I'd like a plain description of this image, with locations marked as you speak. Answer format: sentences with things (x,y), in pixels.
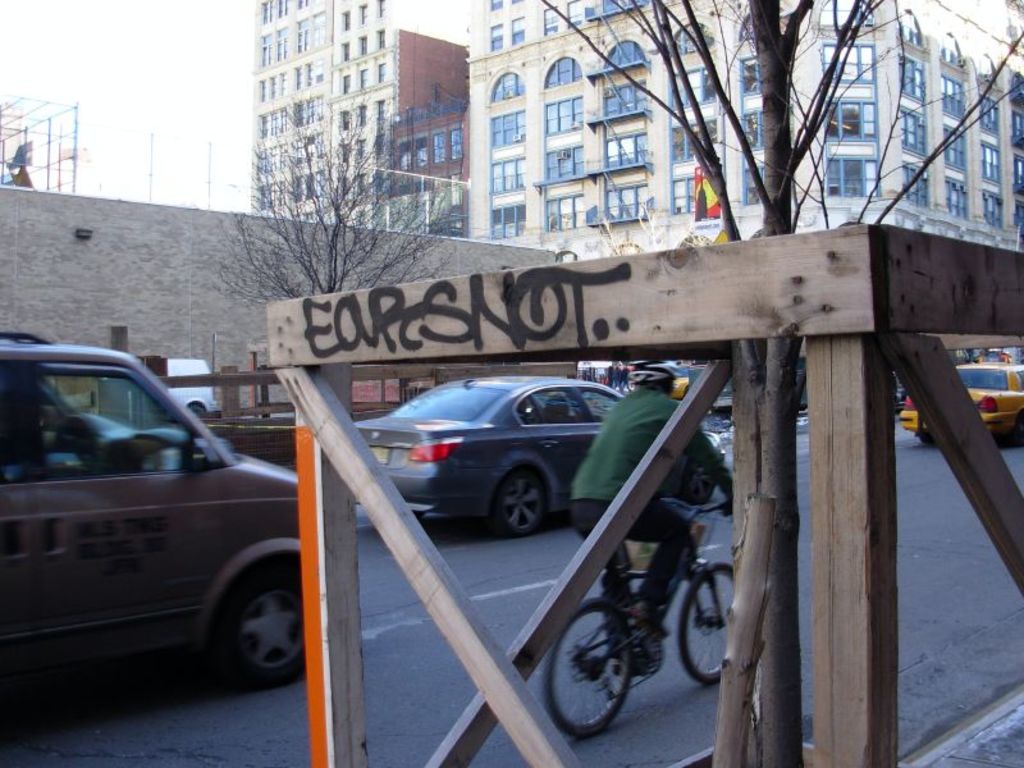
In this image we can see some vehicles (176,475) on the road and a person (605,470) riding bicycle (629,659). We can also see some trees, buildings (533,226) with windows (518,206) and the sky (225,127) which looks cloudy.
